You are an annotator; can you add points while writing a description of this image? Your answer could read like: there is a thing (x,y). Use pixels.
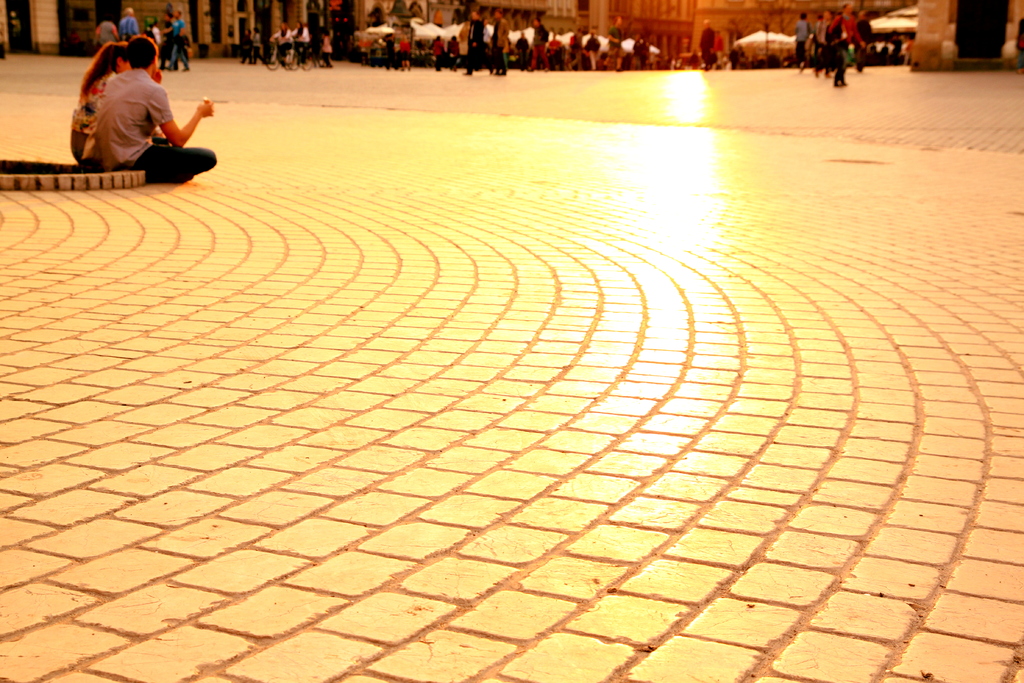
In this image, we can see a walkway (358,480). Top of the image (107,128), we can see a group of people (87,155). Few are sitting, standing and walking. Here we can see buildings (718,28) and umbrellas (781,45).
